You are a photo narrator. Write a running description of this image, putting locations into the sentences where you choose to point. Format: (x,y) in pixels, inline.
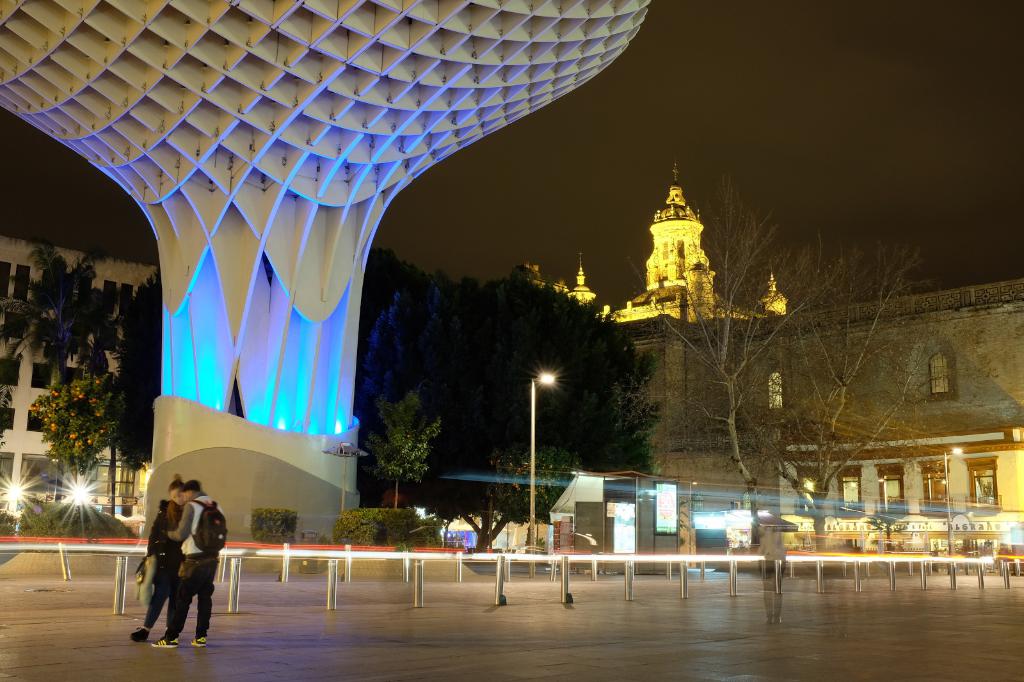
In this picture we can see people (196,638) on the ground (326,637), here we can see buildings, trees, plants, metal poles (734,572), electric poles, lights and some objects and we can see sky (606,265) in the background (850,233).
